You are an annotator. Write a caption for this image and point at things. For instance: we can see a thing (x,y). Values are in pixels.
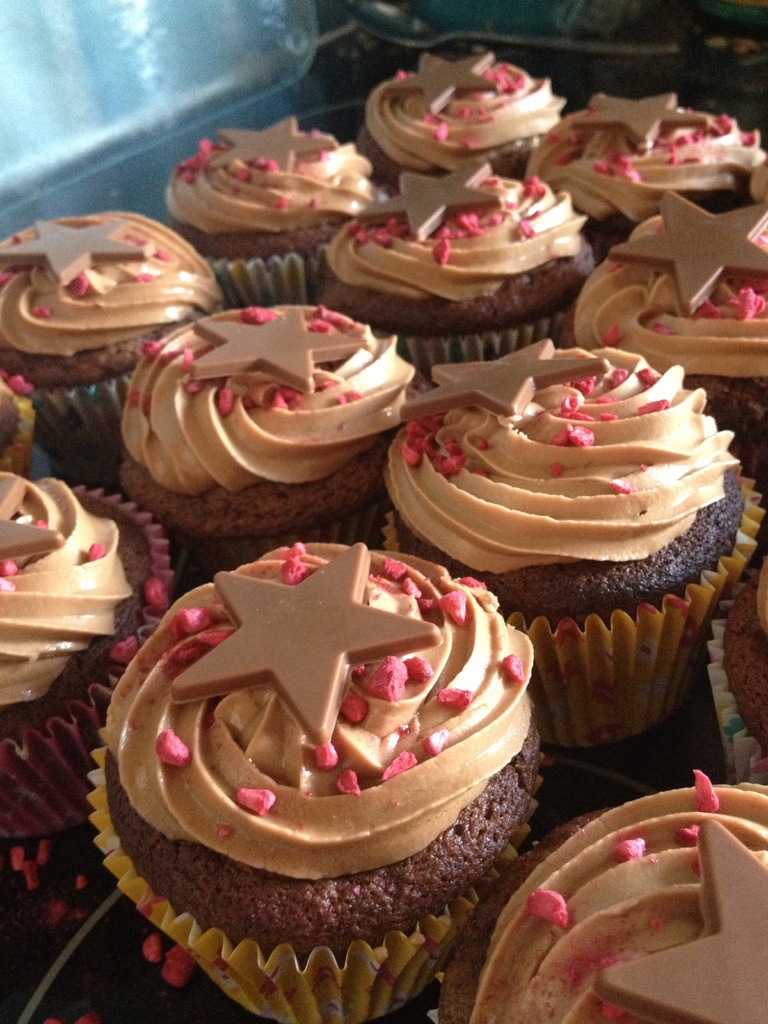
In this picture we can see cup cakes (463,136) on a surface (40,944) and in the background (671,55) we can see a spoon (387,15) and some objects (145,93).
